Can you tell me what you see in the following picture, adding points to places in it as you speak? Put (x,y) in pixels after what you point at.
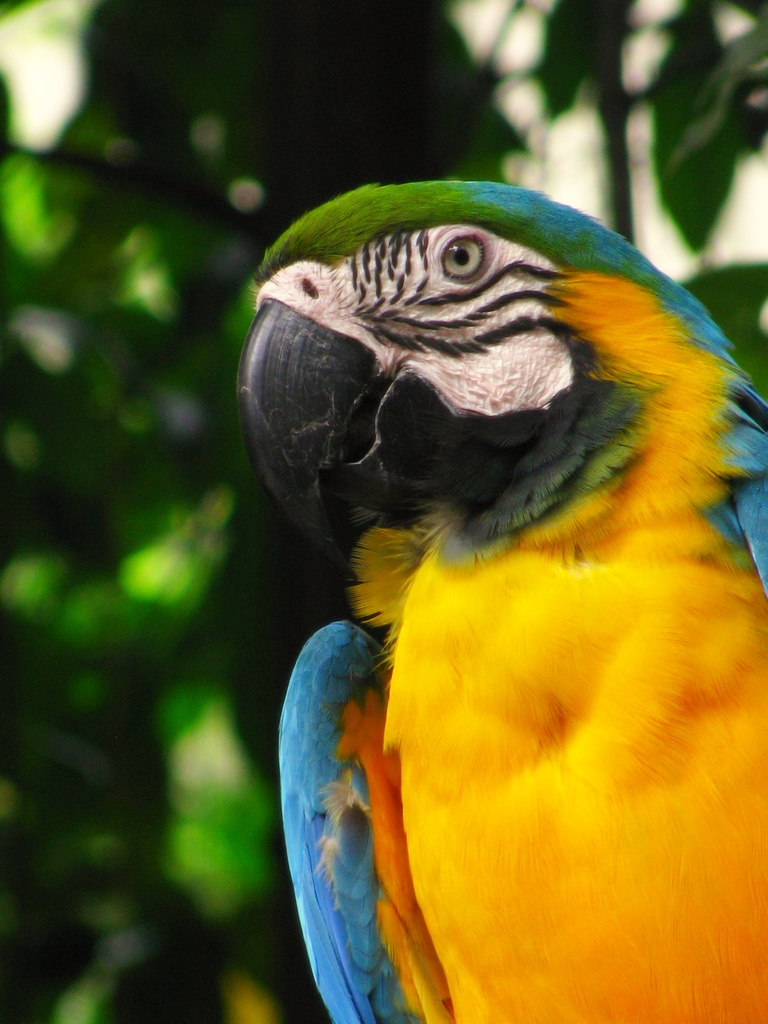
In this image we can see a multicolored parrot (501,681), and in background (173,222) we can see some plants (117,454).
